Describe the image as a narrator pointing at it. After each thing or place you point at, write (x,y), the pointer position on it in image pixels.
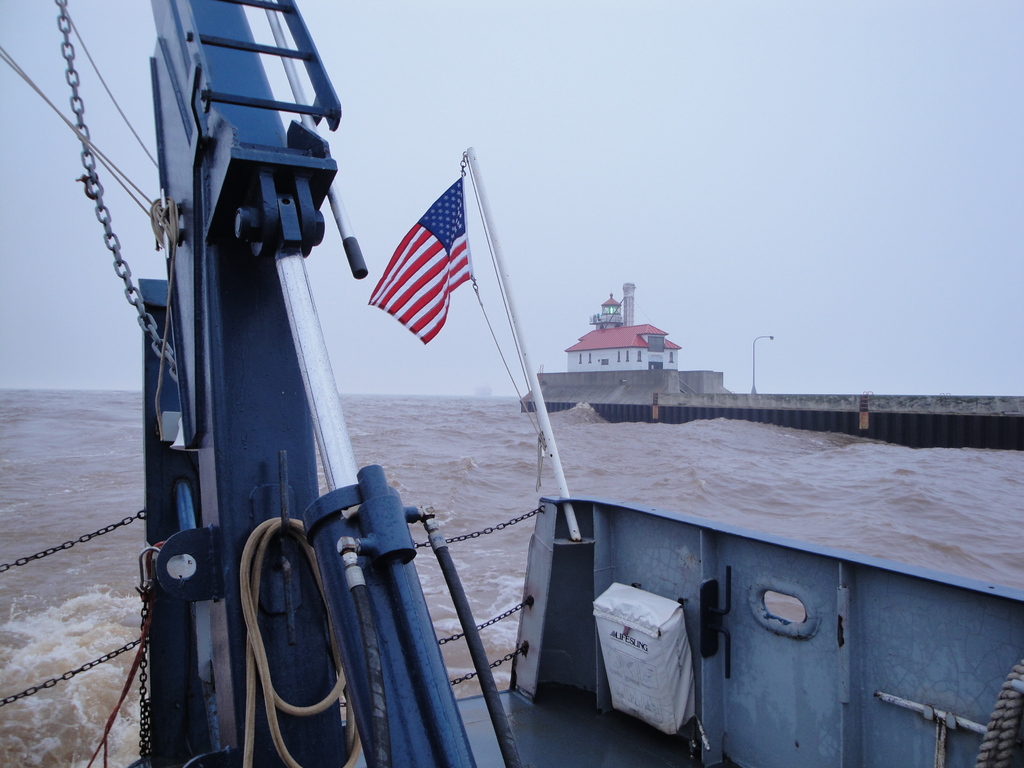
In this image there is a ship (528,636) with a flag (433,232) and some metal object (273,480). There is a chain (86,668). In the background of the image (421,539) there is ocean (378,399). There is a house (612,358). There is wall (628,401). There is a light pole (754,383). At the top of the image (680,62) there is sky (663,51).
